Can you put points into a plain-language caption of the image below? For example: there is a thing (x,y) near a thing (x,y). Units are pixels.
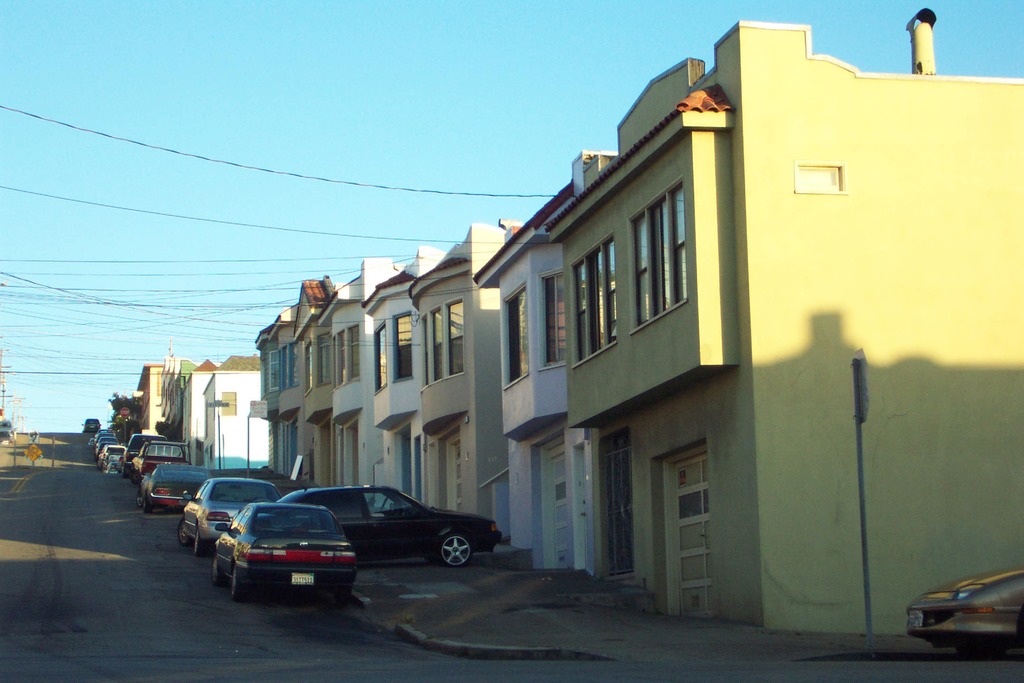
In the center of the picture (491,262) there are cars (289,563), houses (320,357) and cables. On the left (100,576) it is road (59,541). On the right (996,600) there is a car (946,590) and a pole (862,444). It is sunny.
